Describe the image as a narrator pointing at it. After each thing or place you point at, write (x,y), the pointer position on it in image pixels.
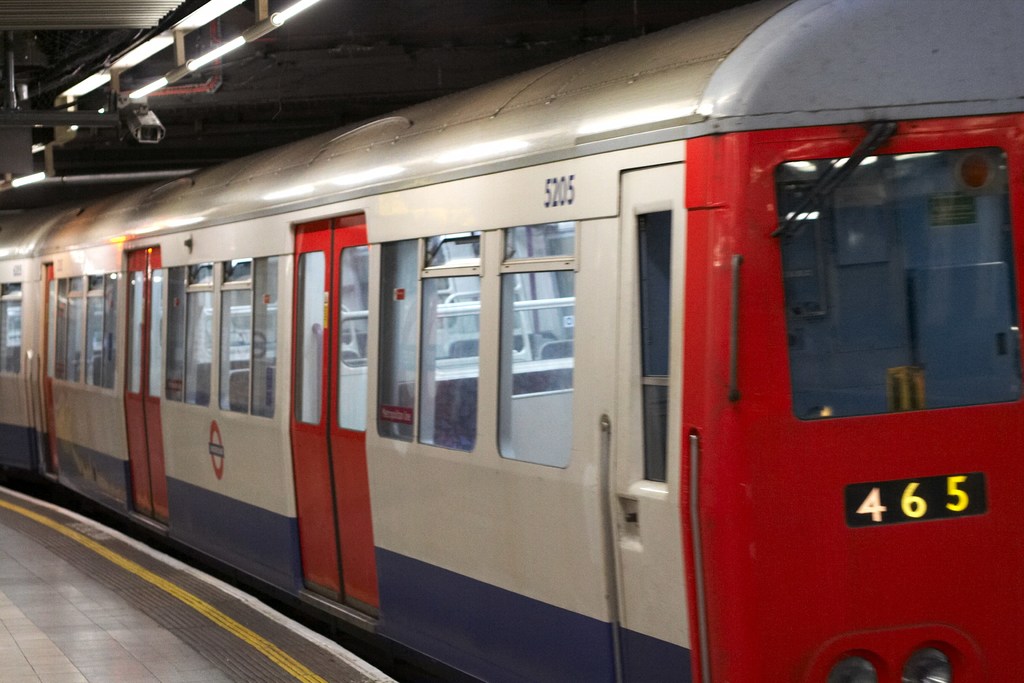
This picture is clicked in the railway station (118,615). On the left corner (156,606) we can see the railway platform (210,637). On the right (761,164) there is a train (337,399) seems to be running on the railway track (395,642). At the top (398,39) we can see the roof (400,38) and the lights (211,59) and a camera (145,125) and some other objects (83,64) and we can see the numbers (902,491) on the train (659,397).
